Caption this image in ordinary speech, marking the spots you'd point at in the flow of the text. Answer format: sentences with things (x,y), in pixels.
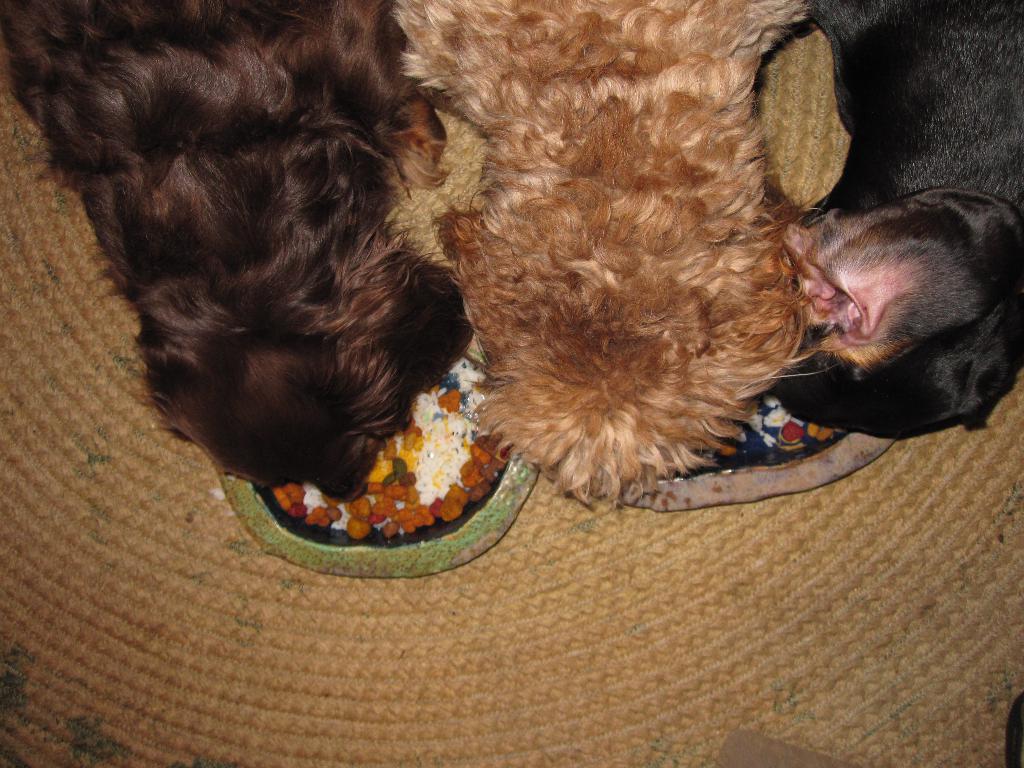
In this image there are three dogs (599,415) having food (825,438) and the food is placed in bowls (787,473) which are present on the mat (513,652).
